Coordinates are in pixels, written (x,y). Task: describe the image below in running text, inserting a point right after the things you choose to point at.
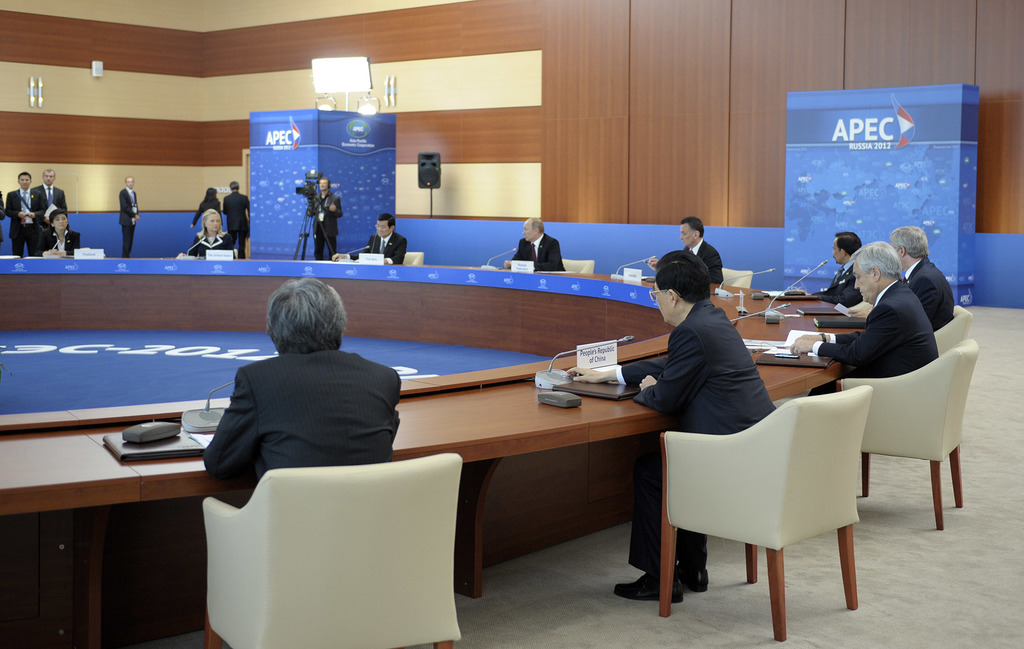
As we can see in the image, there are few people (247,461) sitting on chairs (270,487) around the table (165,469). On table (153,476) there are phones (555,400), mic (588,346), a poster (601,355) and the floor (596,542) is in white color.
